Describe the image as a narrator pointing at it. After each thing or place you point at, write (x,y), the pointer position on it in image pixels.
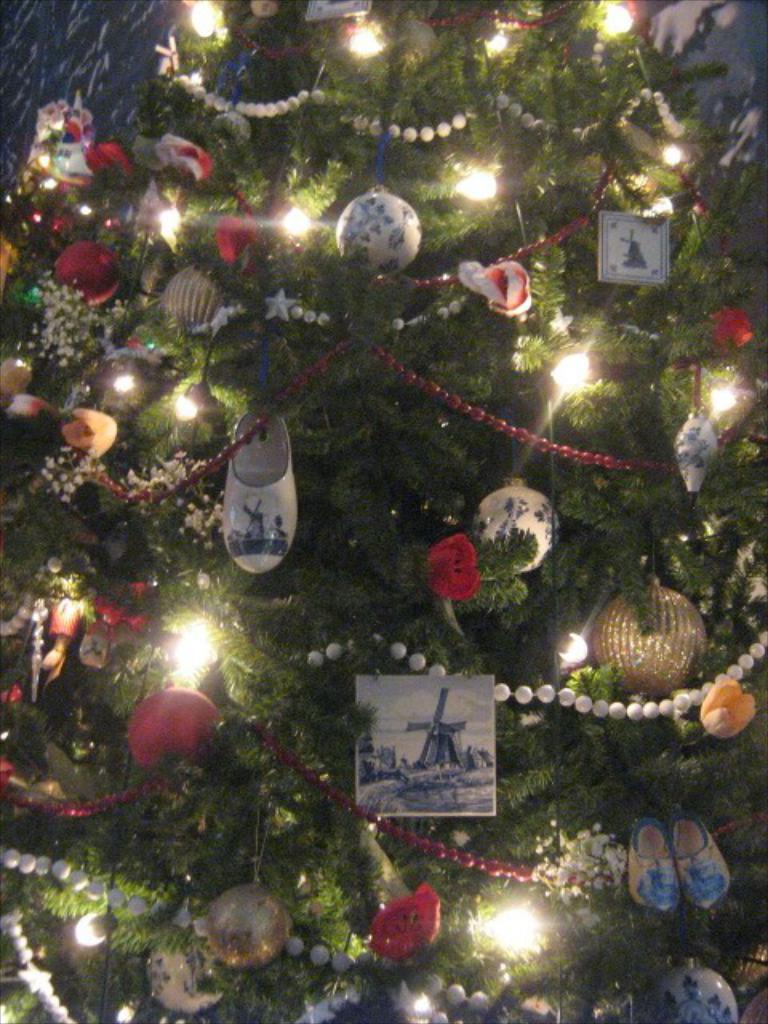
In this image we can see a christmas tree (385,819) with toys (276,454) on it.
